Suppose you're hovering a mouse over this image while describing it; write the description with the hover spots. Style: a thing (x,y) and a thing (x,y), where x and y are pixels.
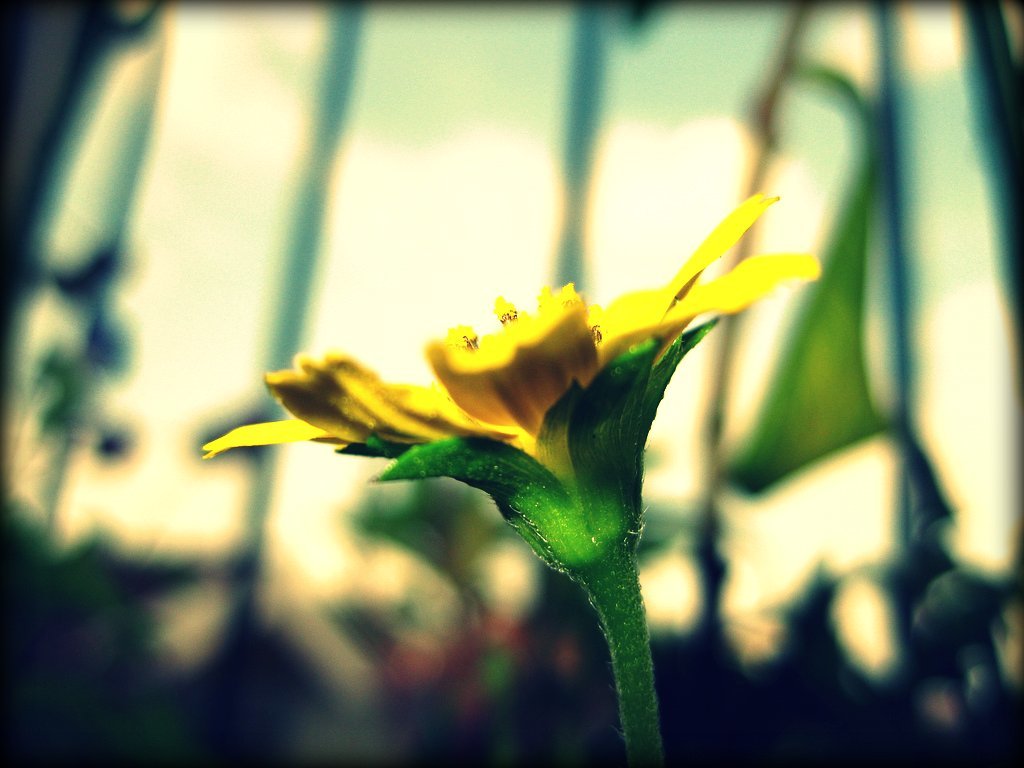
In this picture there is a flower (514,332) which is in yellow color and there are some other objects (300,172) in the background (322,609).
